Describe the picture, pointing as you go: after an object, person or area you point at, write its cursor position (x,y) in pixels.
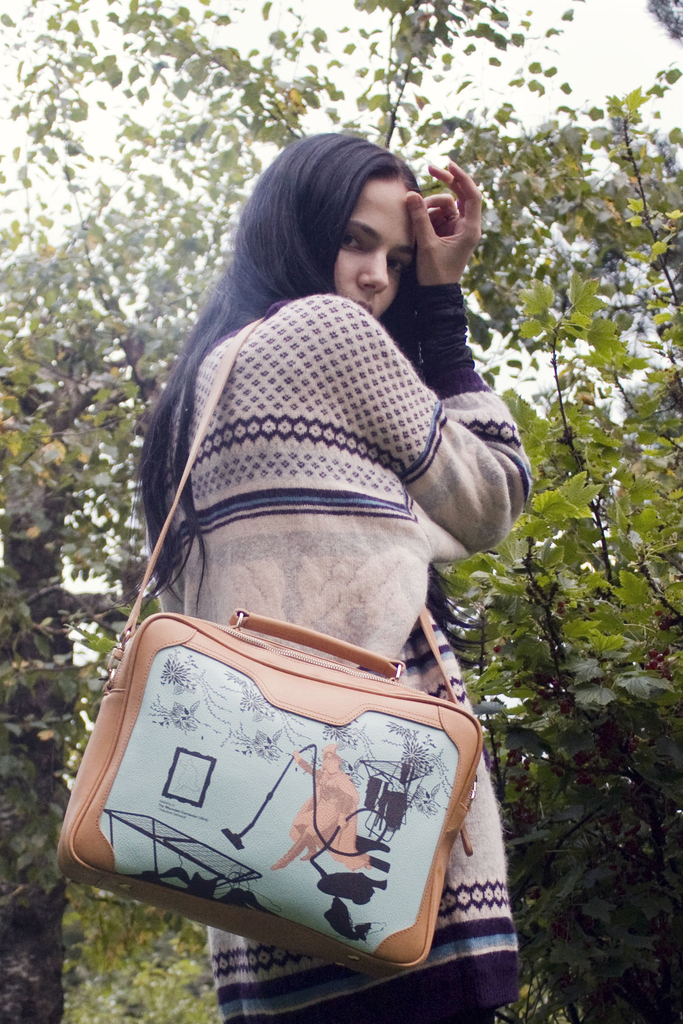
In this picture we can see a woman (349,369) standing and wearing a handbag (327,802). On the background (93,399) we can see tree (641,365).
